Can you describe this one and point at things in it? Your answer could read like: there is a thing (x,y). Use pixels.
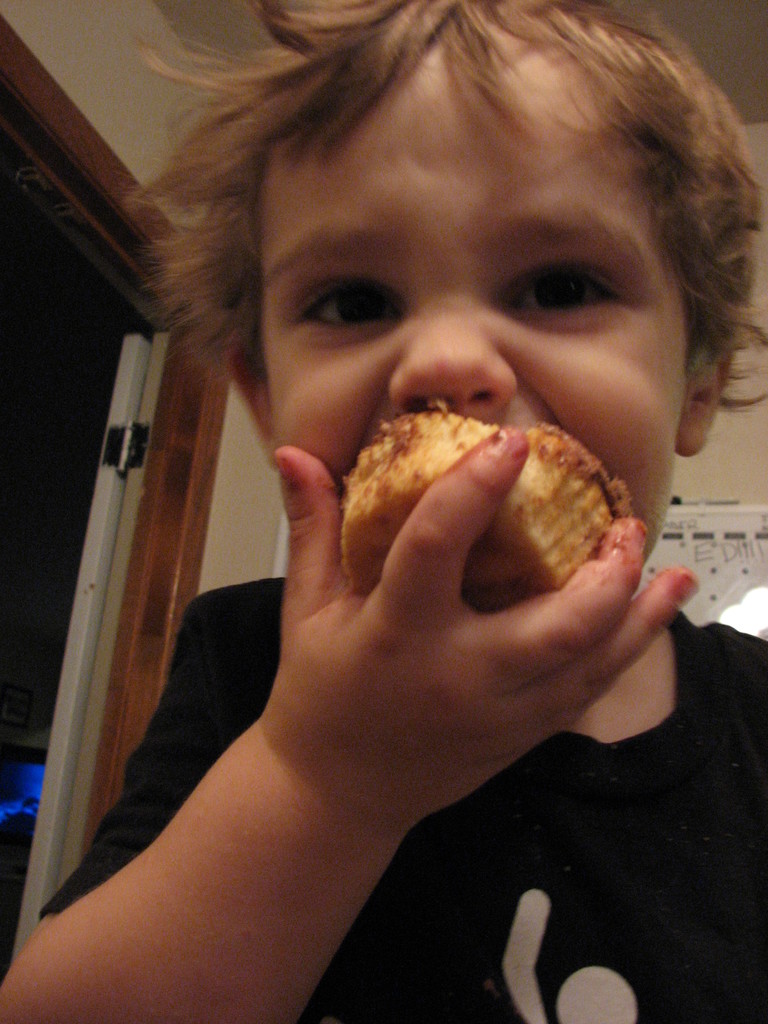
In this image in front (451,542) there is a boy (378,600) eating cupcake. Behind him there is a wall (767,475) with the poster (706,552) on it. On the left side of the image (63,805) there is a door (51,796).
